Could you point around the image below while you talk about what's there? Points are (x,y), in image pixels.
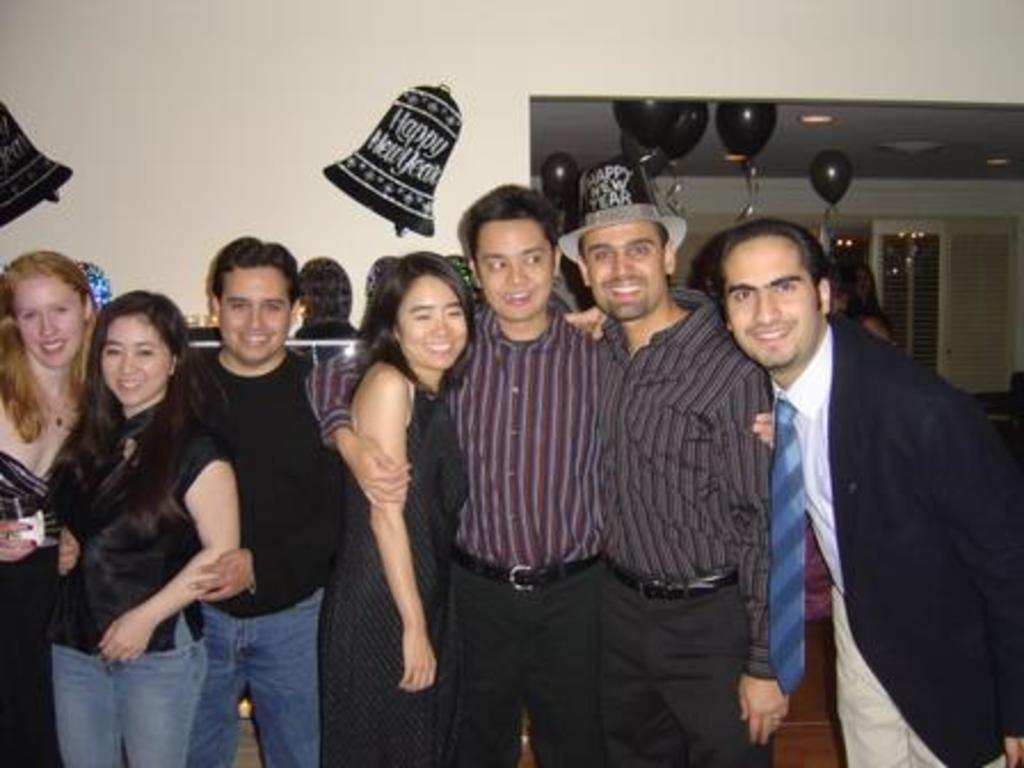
In the picture we can see some people (647,504) are standing and holding each other and smiling, in the background (791,189), we can see a wall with some decoration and balloons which are black in color and near to it we can see a door (954,313) with a glass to it.
